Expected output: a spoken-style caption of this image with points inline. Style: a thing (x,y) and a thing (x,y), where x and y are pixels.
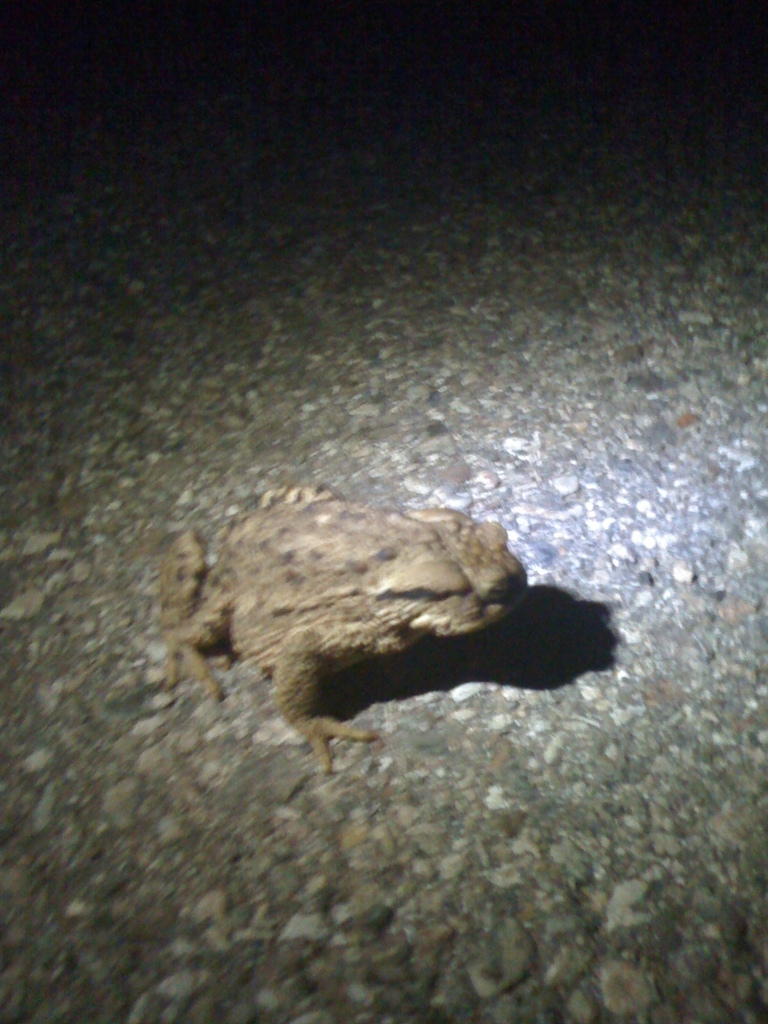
In this image I can see a frog (407,642) and I can also see this image is little bit blurry.
